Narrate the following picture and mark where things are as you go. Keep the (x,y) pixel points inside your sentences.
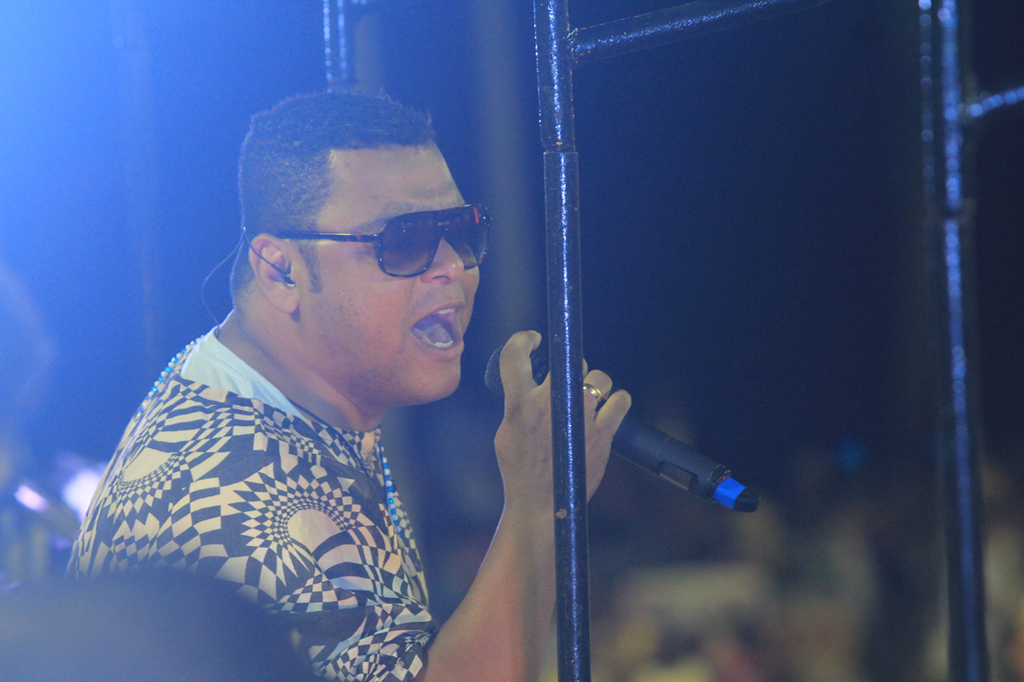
There is a man (355,352) holding a microphone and wore glasses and we can see rods (559,399). Background (829,160) it is dark and blur.
